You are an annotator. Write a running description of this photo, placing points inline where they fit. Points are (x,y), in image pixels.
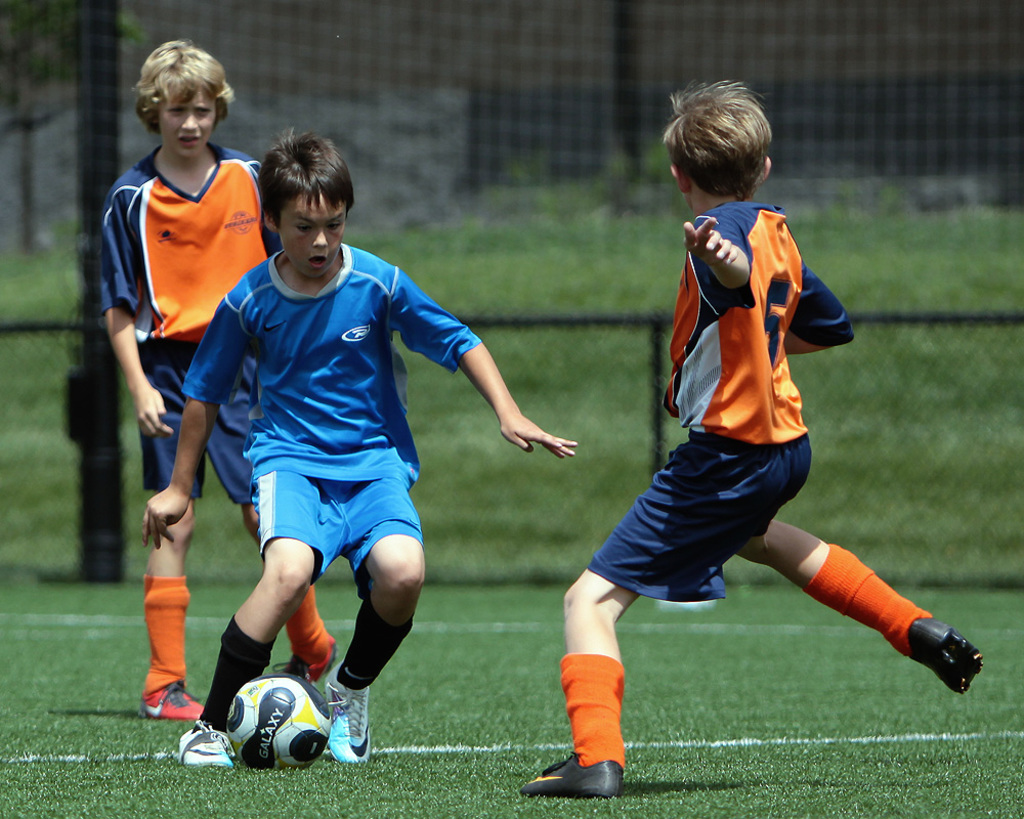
In this image we can see children (357,384) running on the ground (460,591). In addition to this we can see sportsnet (402,197), fences (524,199), bushes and a ball (328,713) on the ground (49,631).
